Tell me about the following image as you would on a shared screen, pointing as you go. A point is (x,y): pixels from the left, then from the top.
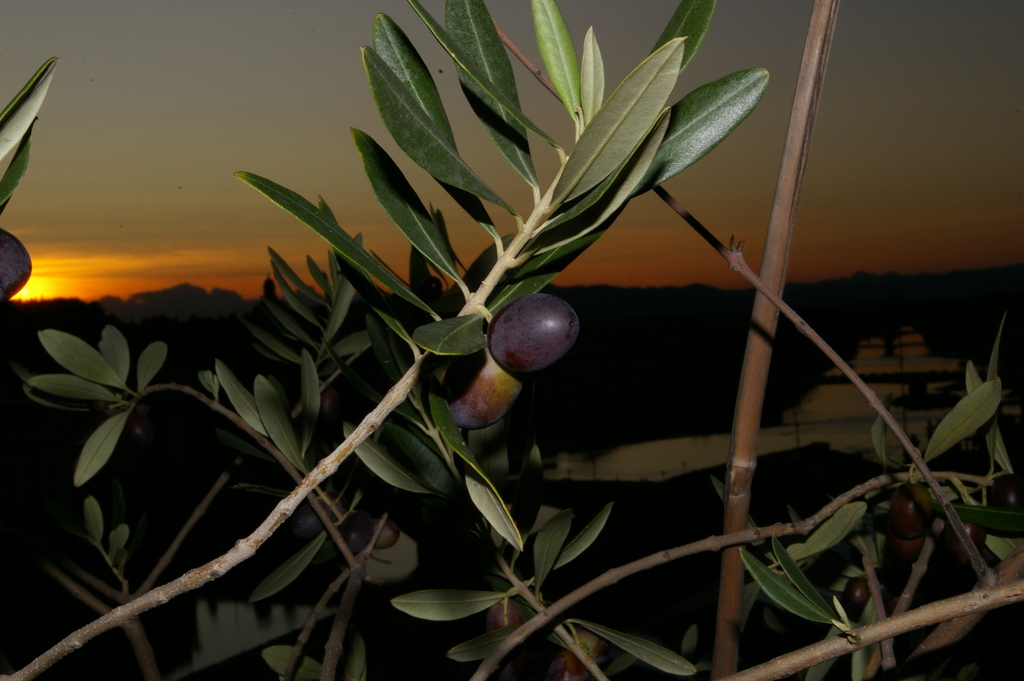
In the center of the image (363,448) we can see branches (347,454) with leaves (483,348) and fruits (497,355). In the background (445,98), we can see the sky (296,71). And at the bottom of the sky (331,123), we can see the dark background (678,299).
